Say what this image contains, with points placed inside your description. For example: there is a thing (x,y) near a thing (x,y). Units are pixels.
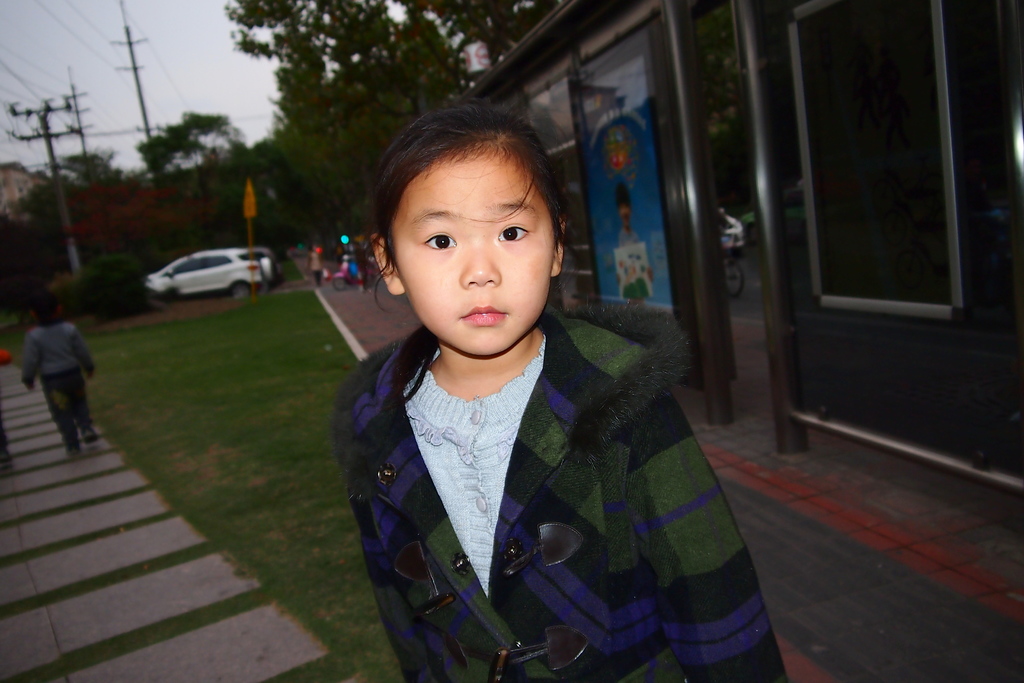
The picture is taken outside a city, on the street (836,486). In the foreground (521,448) there is a girl (523,504) wearing a jacket (552,461). On the right (788,23) there are hoardings (814,183). On the left (80,282) there are trees (63,282), poles (66,104), cables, buildings (13,207) and a footpath (72,457). In the center of the background (221,218) there are trees (298,240), vehicles (244,261) and people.
